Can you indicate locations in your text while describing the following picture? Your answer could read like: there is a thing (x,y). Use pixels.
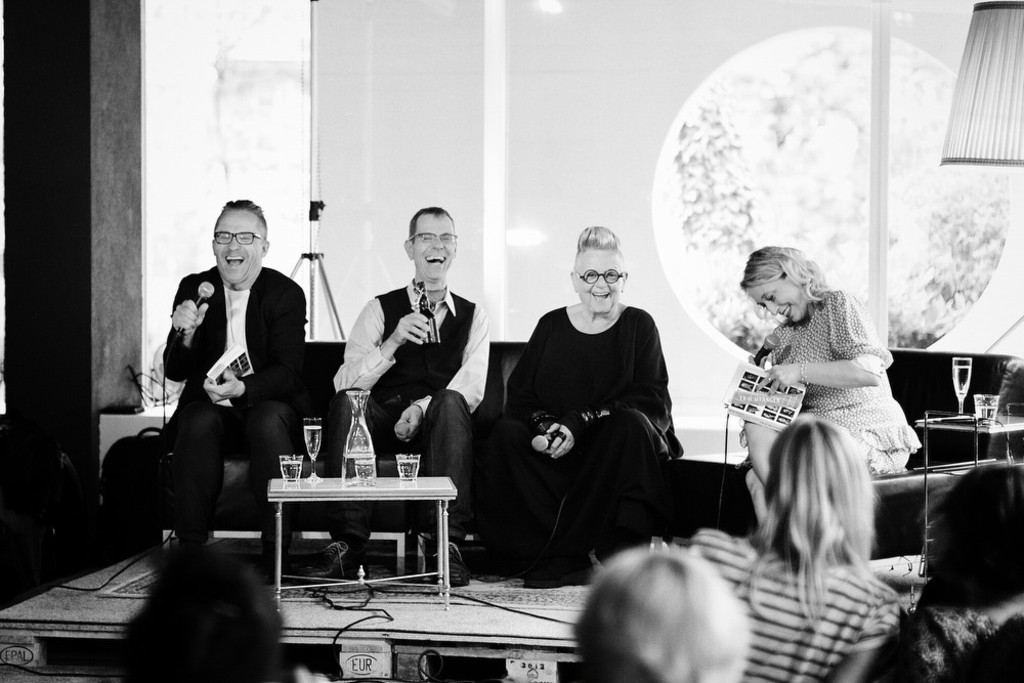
This is the black and white image where we can see these people (865,411) are sitting on the sofa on the stage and smiling. This person (195,283) is holding a mic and a book (239,353) in his hands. Here we can see glasses (402,465) and bottles (357,448) kept on the table (418,480) and these people (690,624) are slightly blurred. In the background (1001,42), we can see lamp (989,47), glass window (676,111) through which we can see trees (825,209) and the wall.
